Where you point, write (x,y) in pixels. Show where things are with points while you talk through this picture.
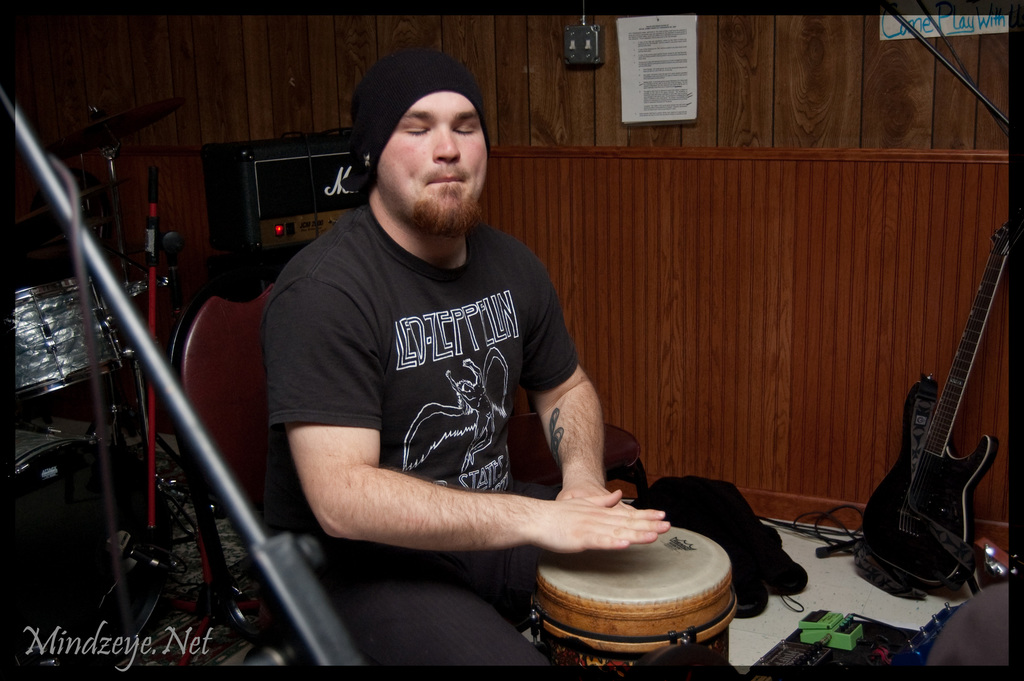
In this picture we can see man (447,364) sitting on chair (248,444) and playing drums (629,594) and beside to him we can see cloth (726,517), guitar (955,364), wires (836,534), wall (688,415), paper (641,58).
